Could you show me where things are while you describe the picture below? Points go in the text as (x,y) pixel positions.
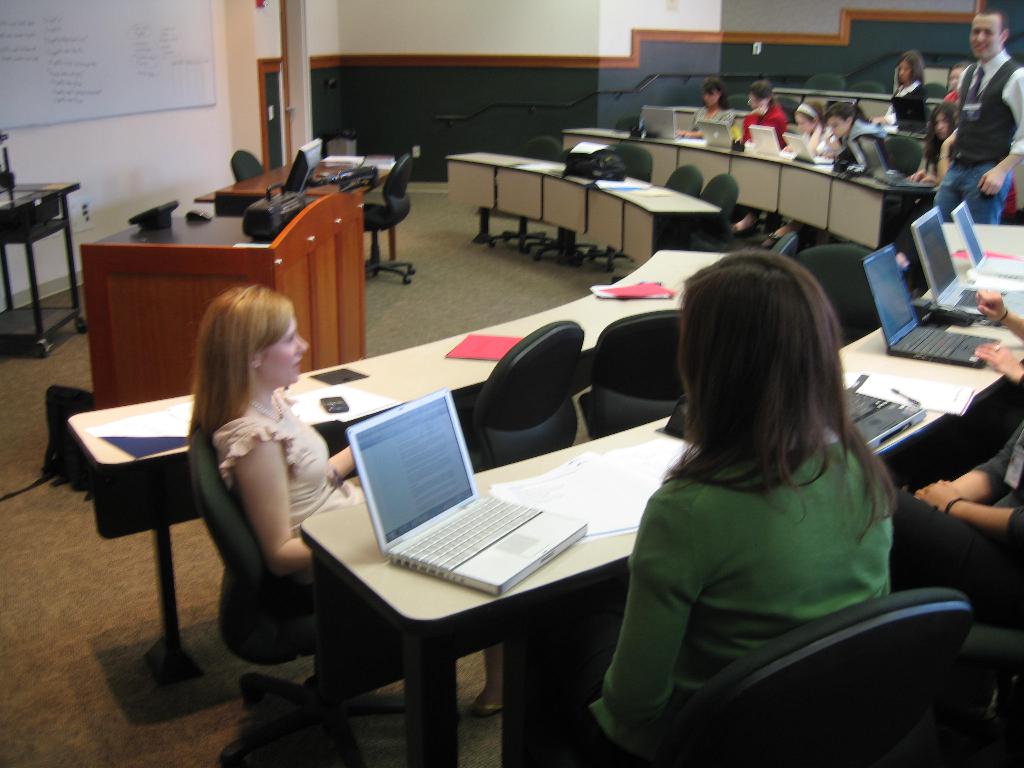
It is a classroom (735,363) with lot of tables (659,165) and chairs (892,152) many people (995,309) are working with their laptops (941,357) there is a wooden table (292,249) in the entrance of the room (270,234) and there is a monitor (303,161), back side of the table (225,206) there is a white color board (124,105) there is a white and grey color wall (493,34).
